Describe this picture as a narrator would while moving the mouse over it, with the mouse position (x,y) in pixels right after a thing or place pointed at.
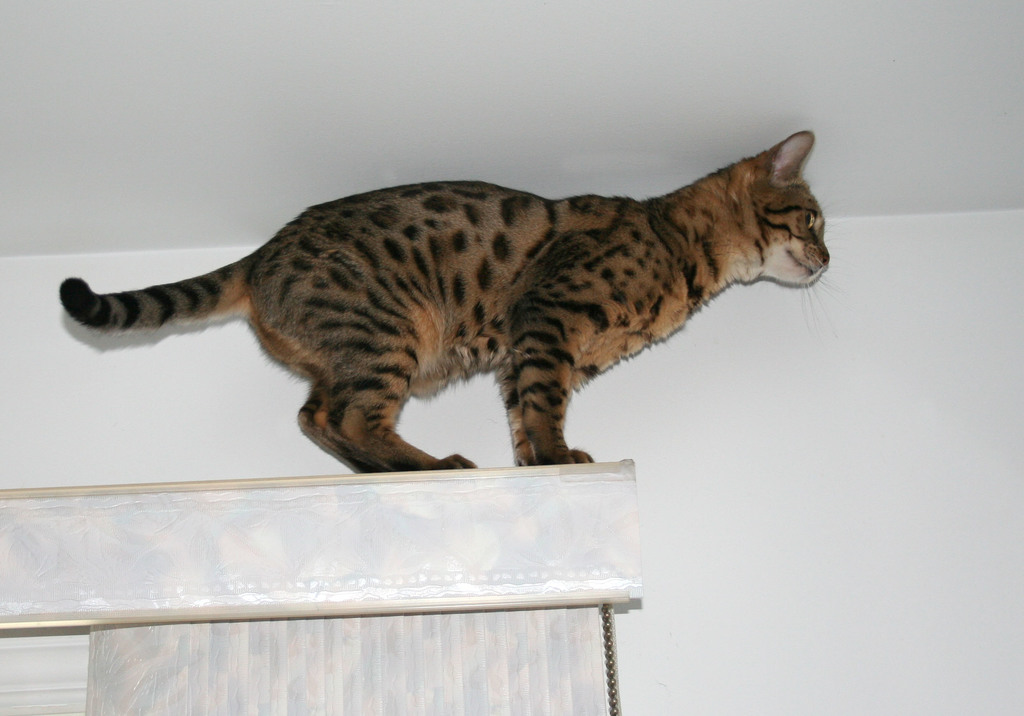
In this image I can see a cat (463,469), window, blind (574,653) and wall (1023,319). This image is taken may be in a room (625,654).
